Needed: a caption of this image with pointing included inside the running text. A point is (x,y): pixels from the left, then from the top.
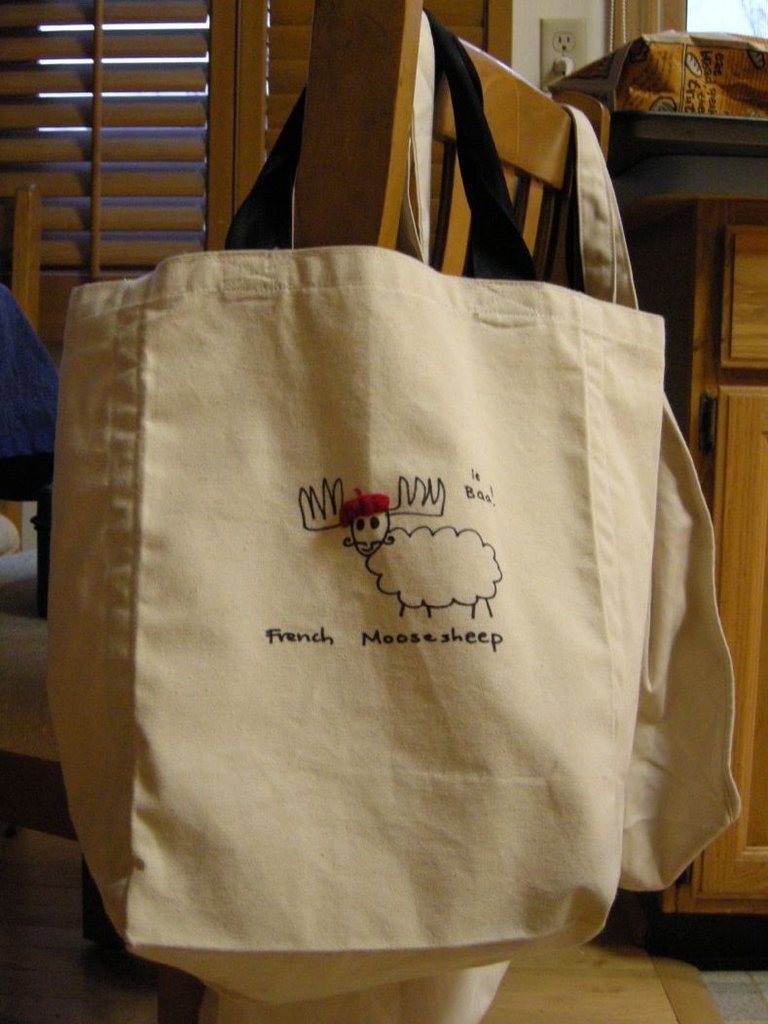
In the center of the picture (492,445) there is a bag (426,802). On the right (708,305) there is desk (716,860). On the left top (163,53) there is a window (134,155). In the foreground (90,978) it is a floor (51,900).
